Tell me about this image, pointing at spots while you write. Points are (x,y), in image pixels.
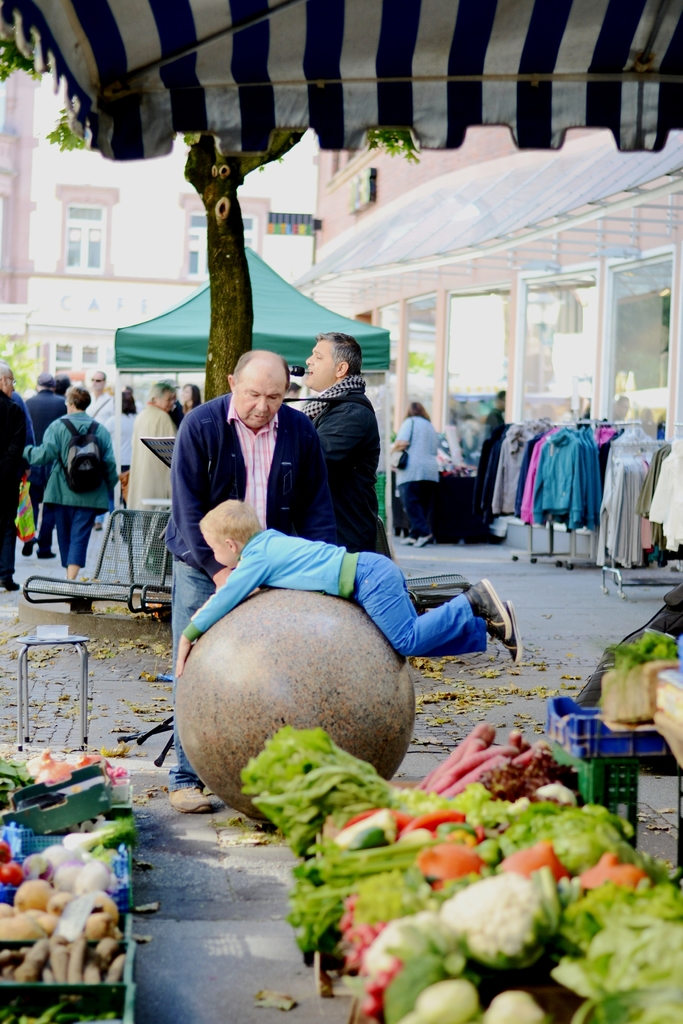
In this picture we can see a boy (478,586) on a round object (365,723). There are a few vegetable (326,816) visible in the boxes (120,1010) on the right (528,778) and left side of the image (52,784). We can see a stool (64,640) and dry leaves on the path (508,707). We can see a few leaves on a tent (678,22) visible on top of the picture (516,49). We can see a woman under the tent (575,99). There are a few clothes (550,487) visible on hanging rods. Some people (205,469) are visible at the back (82,434). There are a few plants (3,341) and buildings (88,305) in the background (585,277).
